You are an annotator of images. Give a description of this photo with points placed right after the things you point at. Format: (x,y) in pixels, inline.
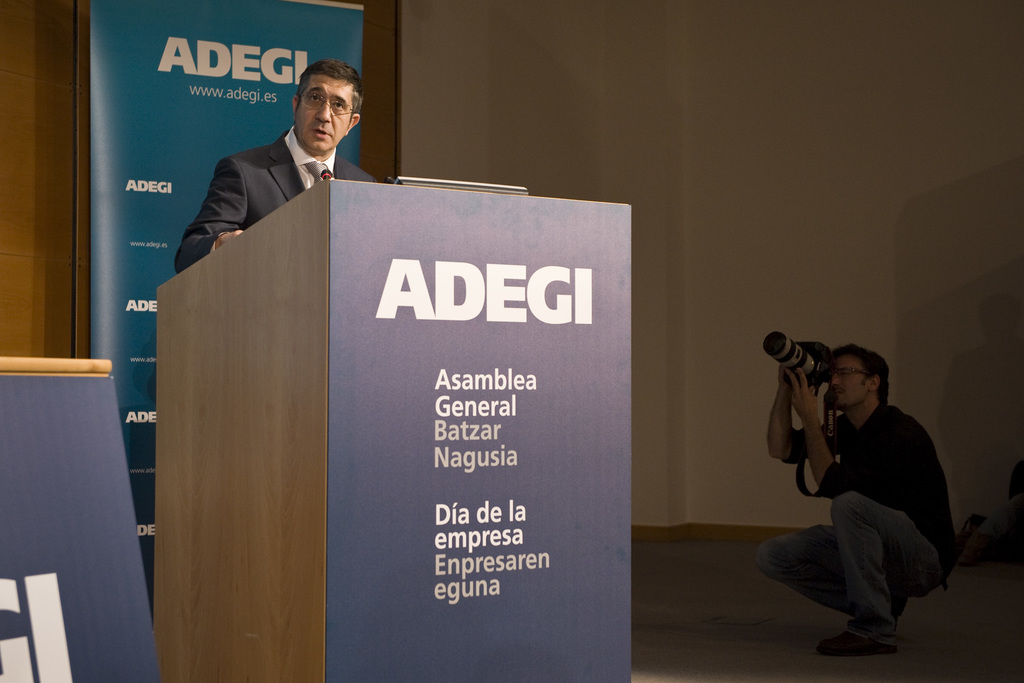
In this image we can see two persons (279,145). One person (300,160) standing in front of a podium (316,271) wearing coat (264,186) and spectacles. To the right side of the image (923,472) we can see a person (881,424) holding camera (816,371) in his hand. In the background (246,84), we can see a banner (186,130).
